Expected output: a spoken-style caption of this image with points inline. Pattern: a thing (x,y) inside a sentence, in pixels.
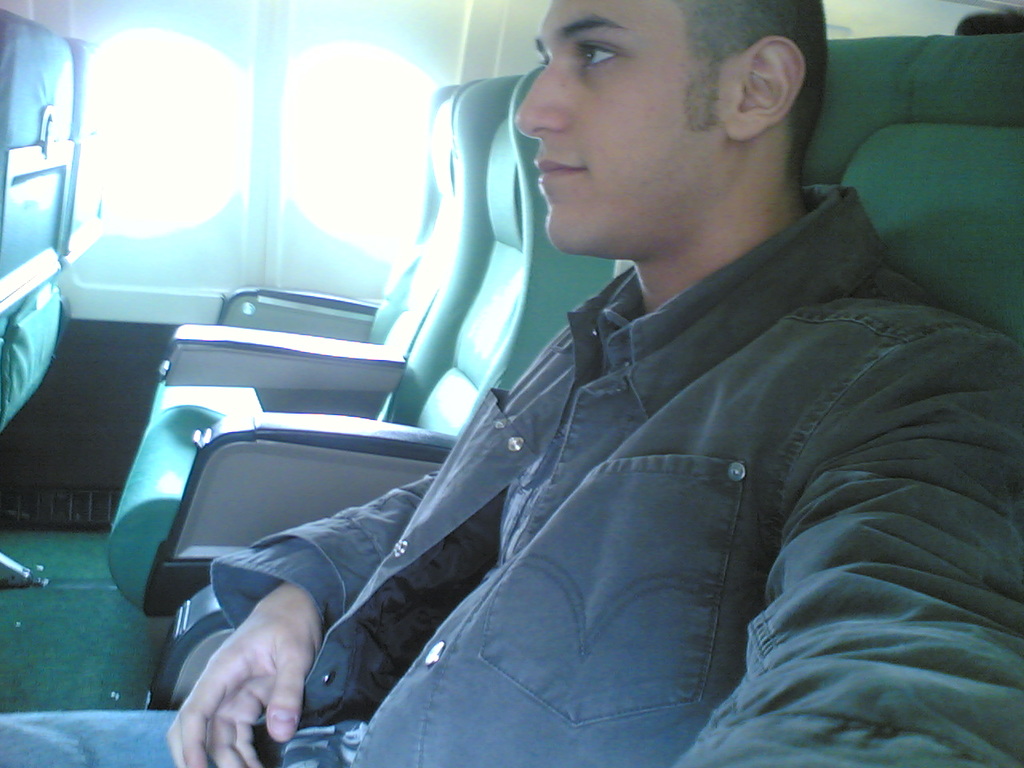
In this image there is an inside view of an airplane (379,308), there is a person (611,244) sitting on the seat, there is a seat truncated towards the right of the image (926,158), there is a seat (40,60) truncated towards the left of the image (32,220), there are windows (166,145).
